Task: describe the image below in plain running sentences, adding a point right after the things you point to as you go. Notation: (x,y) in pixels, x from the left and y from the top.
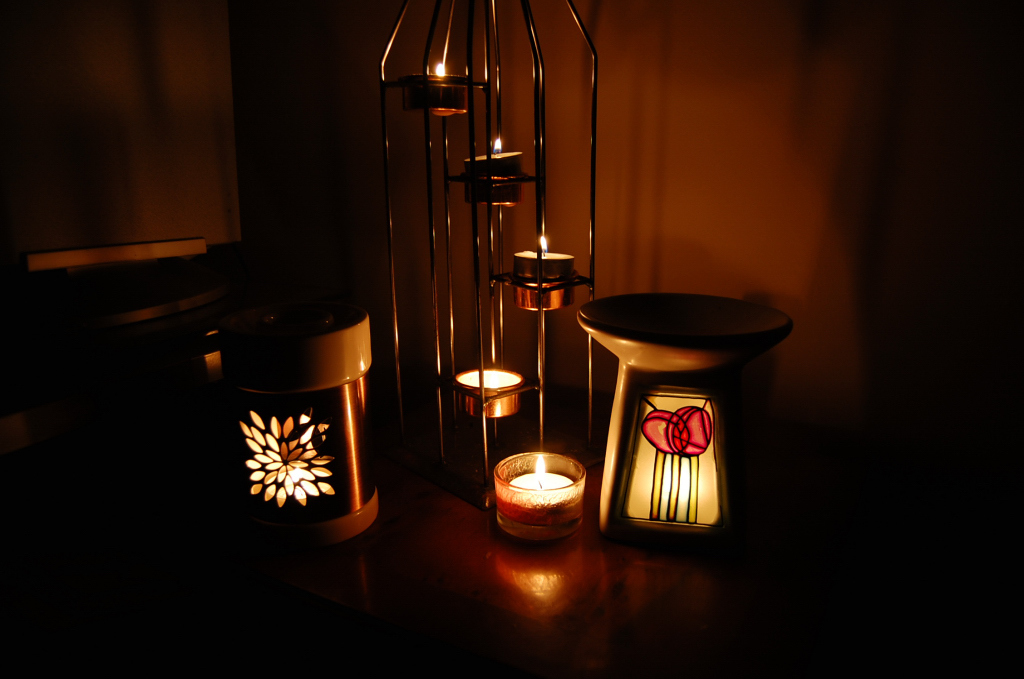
In this image I can see few candles (493,386) in the stand (505,278) and few objects (282,458) on the table (647,596). Background (728,74) is in brown and black color.
